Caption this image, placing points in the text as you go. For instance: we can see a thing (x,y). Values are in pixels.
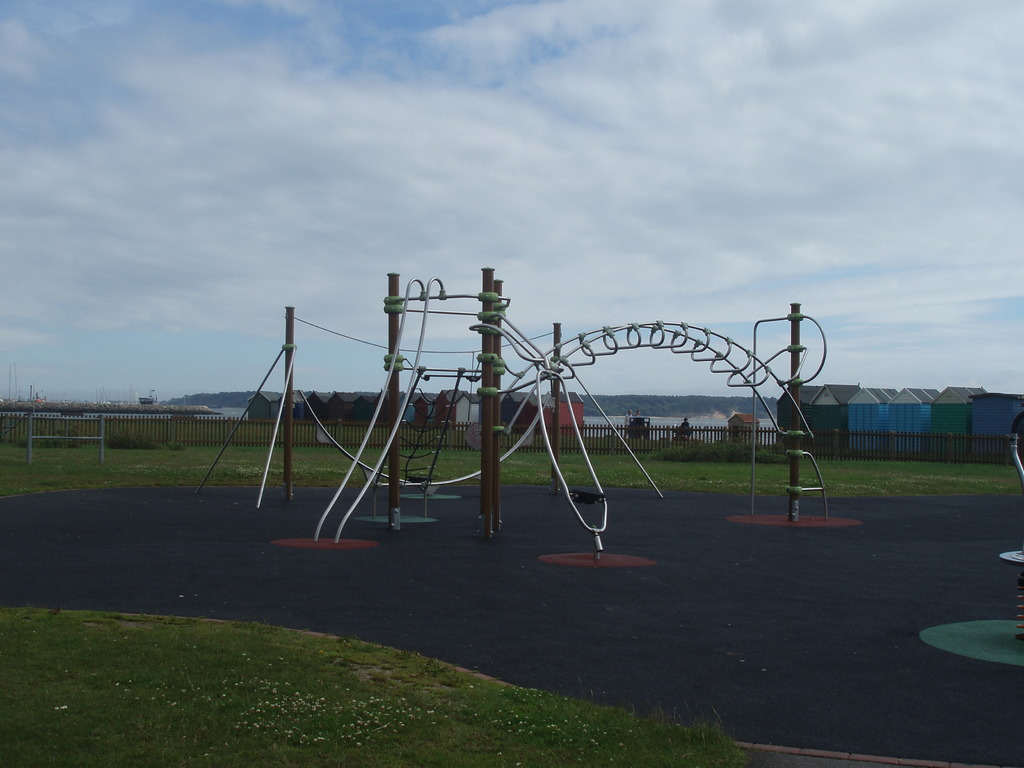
In this picture I can see houses (820,418), fence (599,425), grass (595,463), plants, water (684,418), hills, there is a structure (551,371) made up of poles (497,324) and metal pipes (755,403), and in the background (810,245) there is sky (810,245).
